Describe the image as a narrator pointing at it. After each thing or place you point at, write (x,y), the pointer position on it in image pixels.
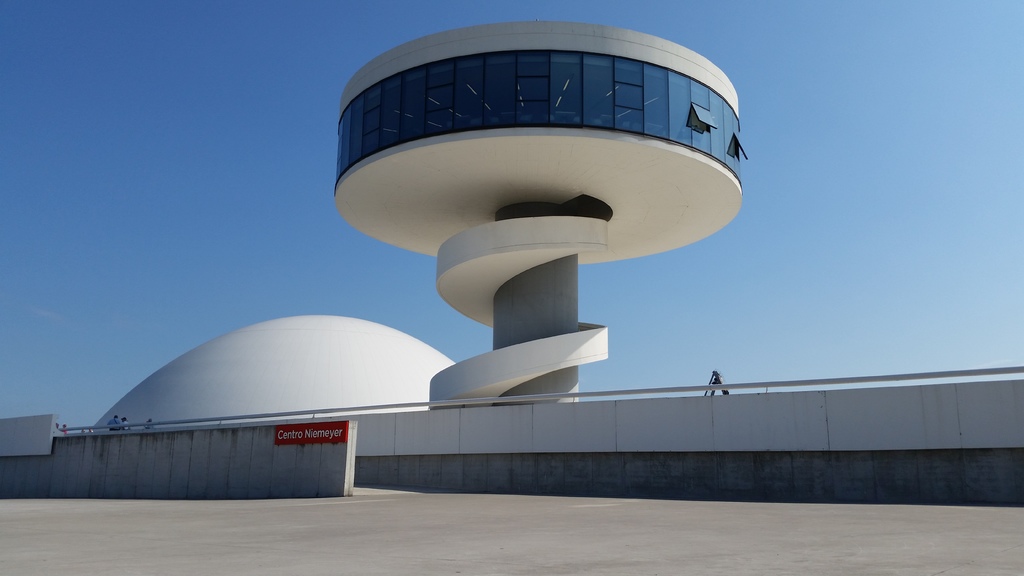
In this image, we can see a tower (547,116) with glass (444,106). At the bottom (380,550), we can see surface (524,552). Here there is a name board (331,438), walls (298,450), rod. On the left side of the image (121,429), we can see few people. Background (765,303) there is a sky (723,327).
